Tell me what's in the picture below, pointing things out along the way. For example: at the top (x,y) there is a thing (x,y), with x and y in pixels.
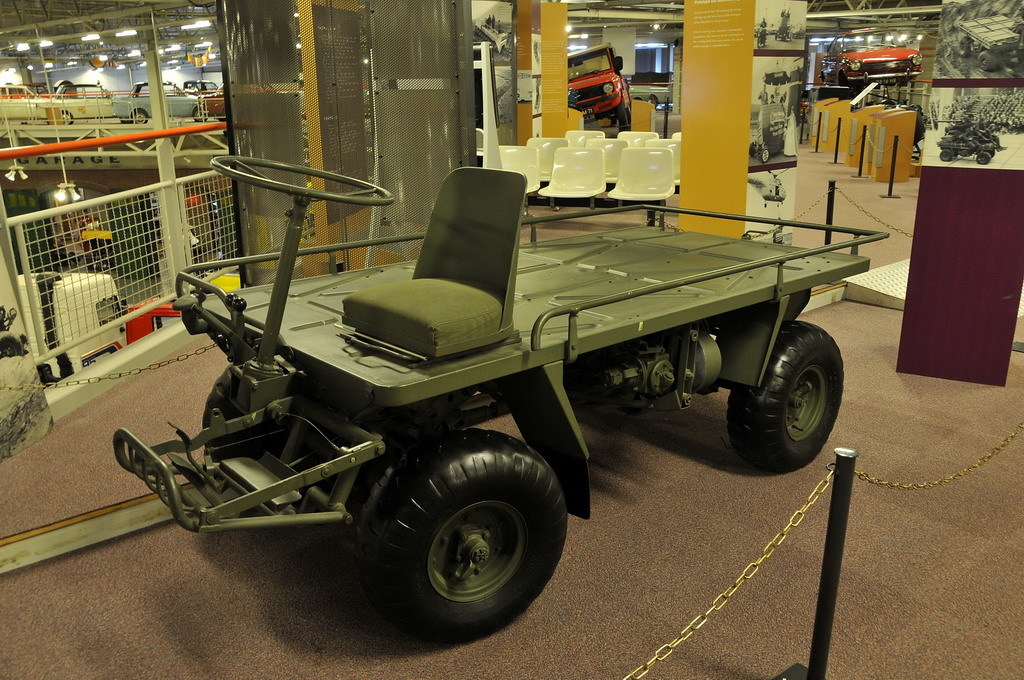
In this image I can see a vehicle (578,475). In the background (234,125) there are some pillars (736,96). It's looking like a vehicles display area (116,353).
